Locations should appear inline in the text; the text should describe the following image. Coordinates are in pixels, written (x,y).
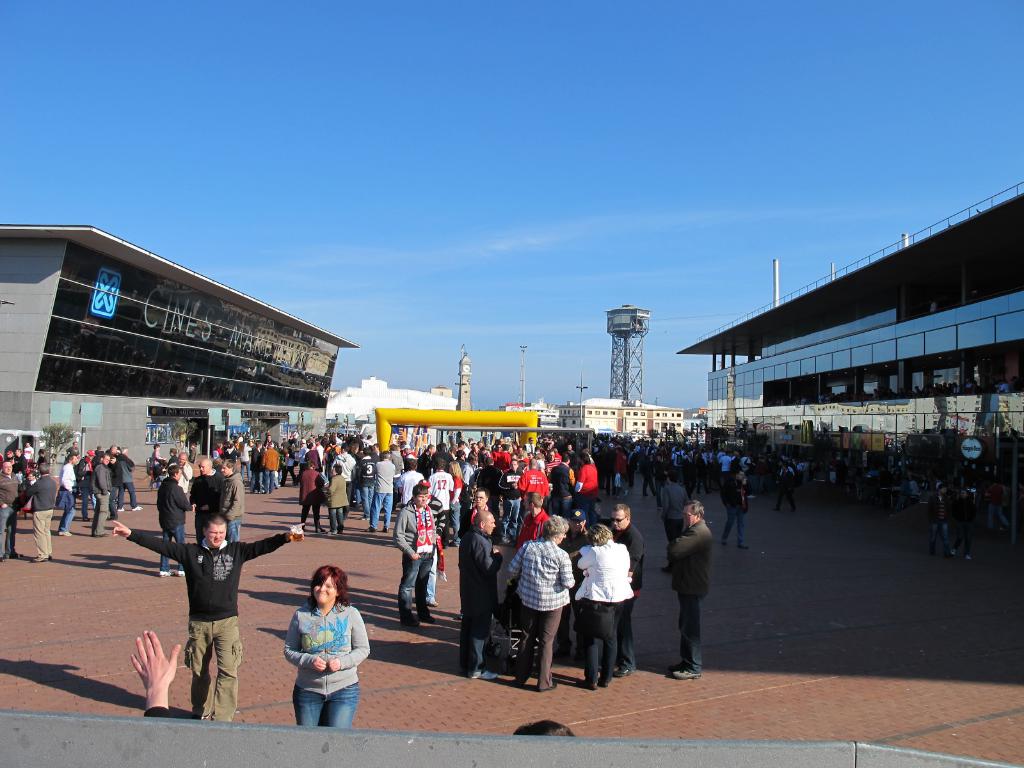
In this image there are a few people (409,587) standing on the surface (375,565), on the either side of the picture there are buildings (831,360).
